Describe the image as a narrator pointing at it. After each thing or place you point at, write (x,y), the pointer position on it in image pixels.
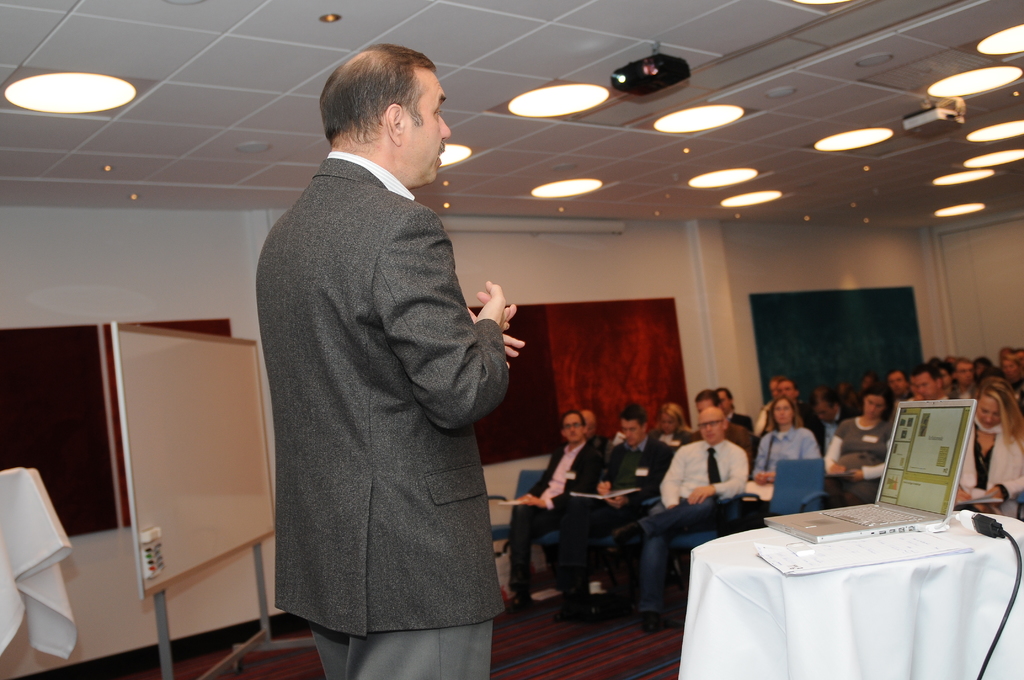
On the left side (329,282), there is a person (381,285) in a suit (356,492), speaking and standing. Above him, there are lights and a projector (637,62) attached to the roof (744,74). Beside him, there is a laptop (941,498) and a document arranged on a table (904,570) which is covered with a white color cloth (985,584), there is a white color board (266,485) and there is an object (26,602) which is covered with white color cloth (69,550). In the background (13,448), there are persons (1022,368) sitting and there are boards (162,323) in different colors attached to the wall (522,279).
